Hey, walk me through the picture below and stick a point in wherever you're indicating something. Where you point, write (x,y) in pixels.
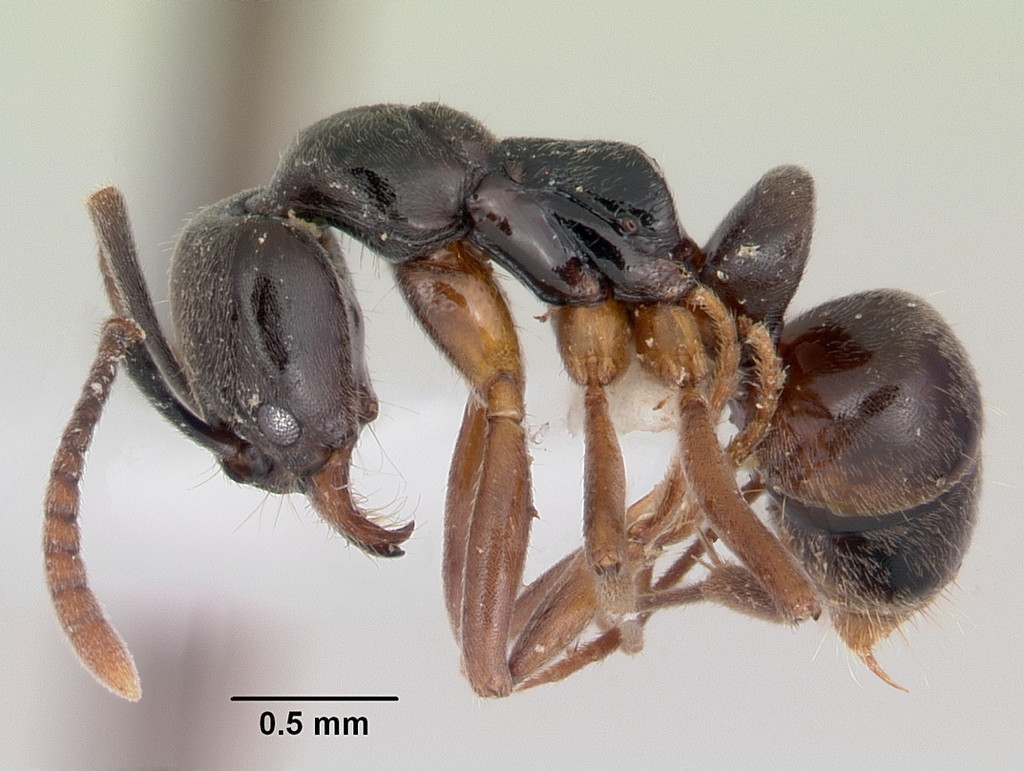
In this image we can see an insect (461,451). The background (188,758) is blurry. At the bottom of the image (294,711), we can see a line (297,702), numbers (288,724) and letters (339,728).
